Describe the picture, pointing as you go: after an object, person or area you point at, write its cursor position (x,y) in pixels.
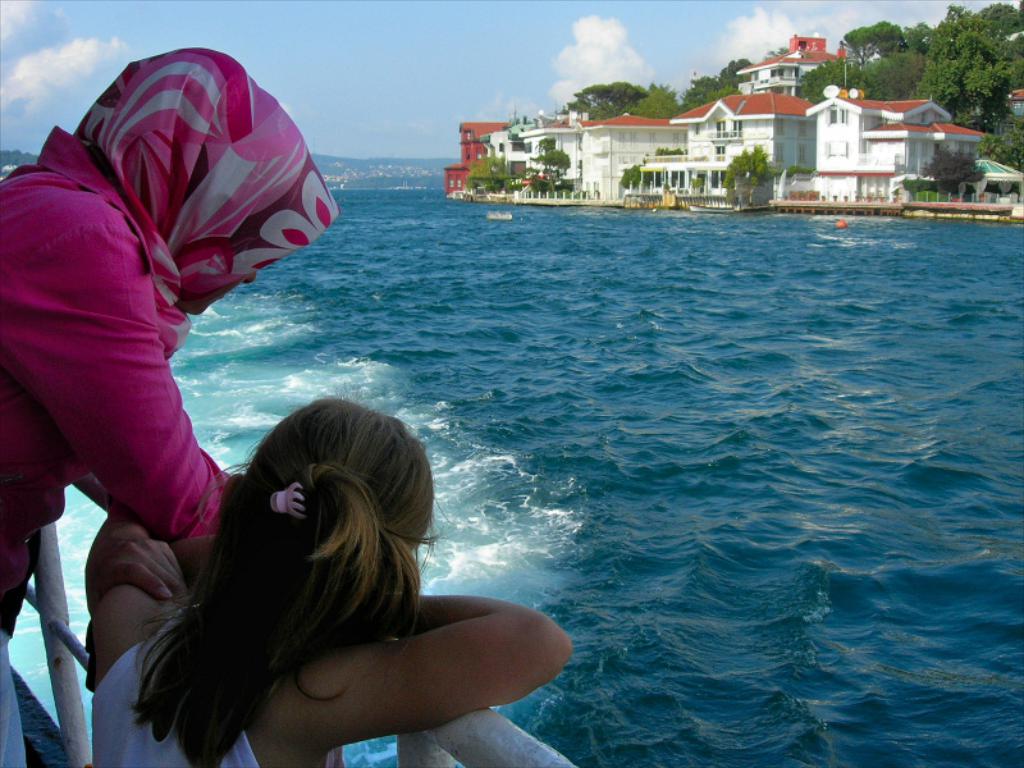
In this image in the center (369,409) there are persons (89,426) standing on the left side (169,482). On the right side (690,161) there are buildings (790,154), trees (1000,53), and the sky (537,63) is cloudy. There is water (638,373) in the center (466,304).
